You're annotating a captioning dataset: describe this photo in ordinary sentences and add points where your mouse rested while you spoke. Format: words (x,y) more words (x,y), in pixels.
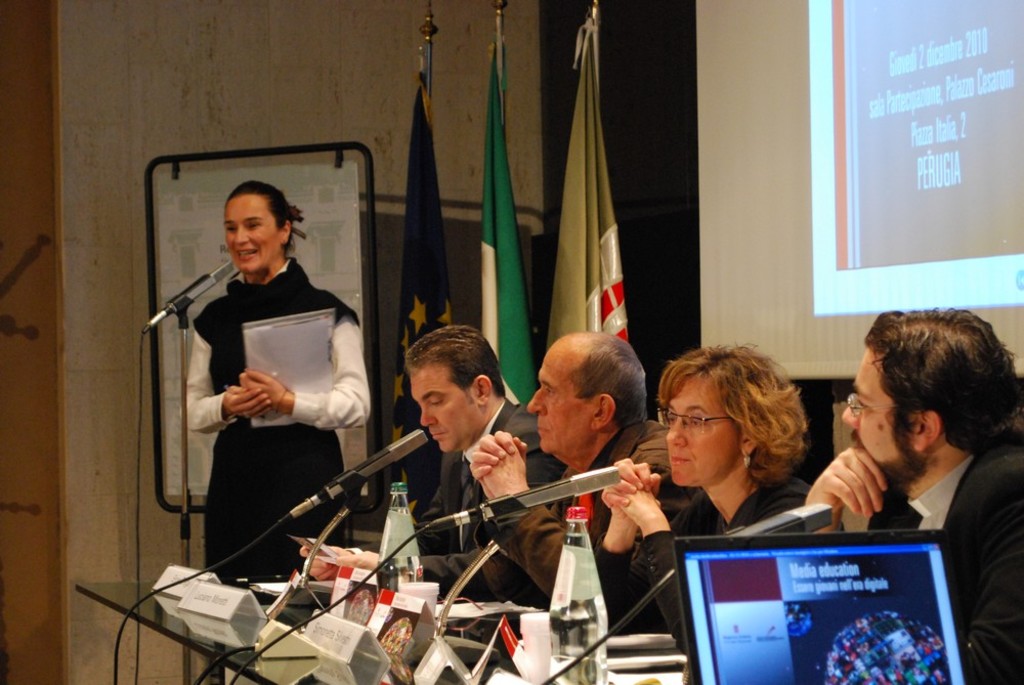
In this picture we can see four people (622,496) sitting and a woman (253,478) standing. In front of them we can see mics (365,464), bottles (554,641), glasses (543,635), name boards (367,663), cables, papers (385,630), laptop (775,591) and some objects (404,606). In the background (328,201) we can see a board (316,192), flags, screen (848,100) and the wall (157,118).
